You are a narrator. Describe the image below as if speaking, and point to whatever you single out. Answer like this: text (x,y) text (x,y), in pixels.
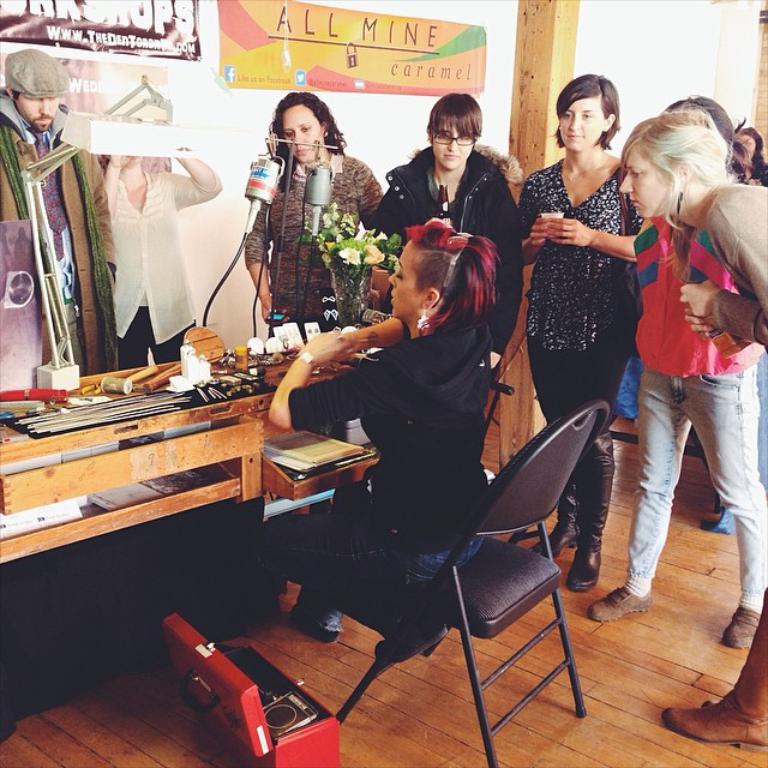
In this image i can see a group of people (491,153) standing on the floor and i can see in the middle (331,460) there is a table (164,432) there are some objects (148,379) kept on the table (186,422). a woman (281,422) wearing a black color shirt (346,397) and she sit on the chair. beside the chair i can see a red color box (229,716) kept on the floor (154,729) and Background of the image (136,25) i can see a wall (456,18) and there is a paper (296,20) attached to the wall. and some text (430,38) written on the paper (279,38). And i can see near to wall (198,86) two persons (142,211) standing left side (25,126) person (9,83) wearing a brown color cap (34,77), beside him a woman (156,174) standing and wearing white color shirt (179,205). flower pot (338,243) kept on the table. all are watching to the black color shirt girl (404,346).
